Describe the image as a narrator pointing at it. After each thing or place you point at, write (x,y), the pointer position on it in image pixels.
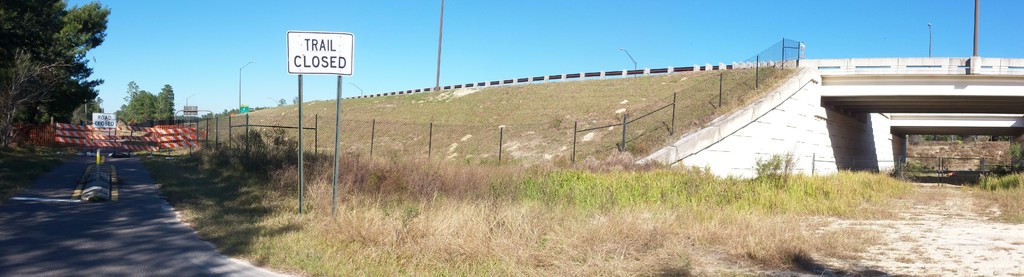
This image consists of grass (500,206) in the middle (392,178). There is a bridge (787,128) on the right side (959,70). There is sky (551,48) at the top (323,19). There are trees (159,95) on the left side (35,38).
